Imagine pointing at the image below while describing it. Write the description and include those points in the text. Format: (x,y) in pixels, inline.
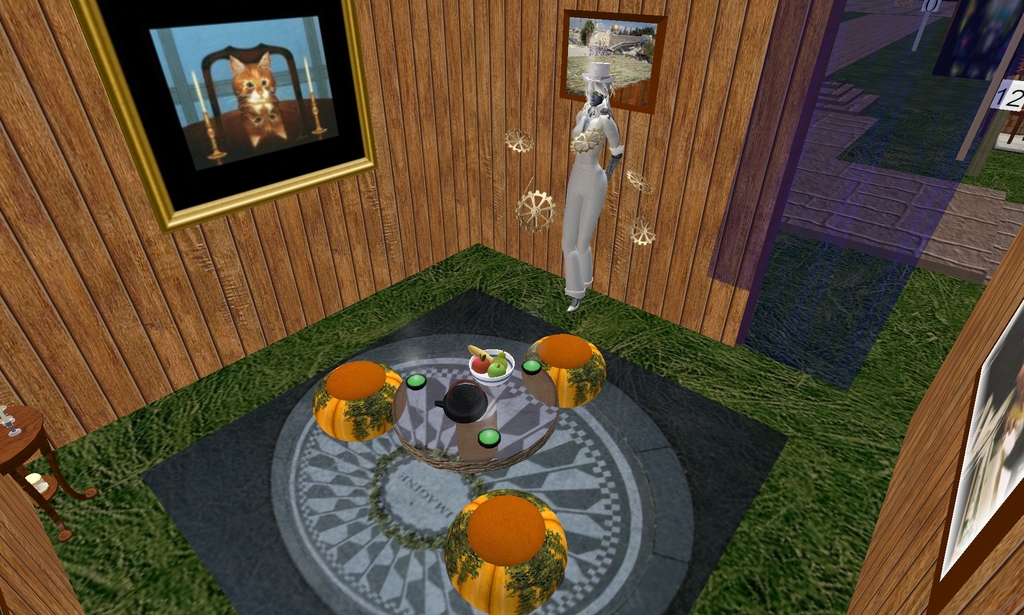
In this picture I can see a graphical image and I can see few photo frames (568,65) and a table (41,430) on the left side (20,409) and looks like dining table (450,449) in the middle (505,371) and I can see a bowl (500,384) with fruits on the table (517,392) and it looks like a statue (588,211).
